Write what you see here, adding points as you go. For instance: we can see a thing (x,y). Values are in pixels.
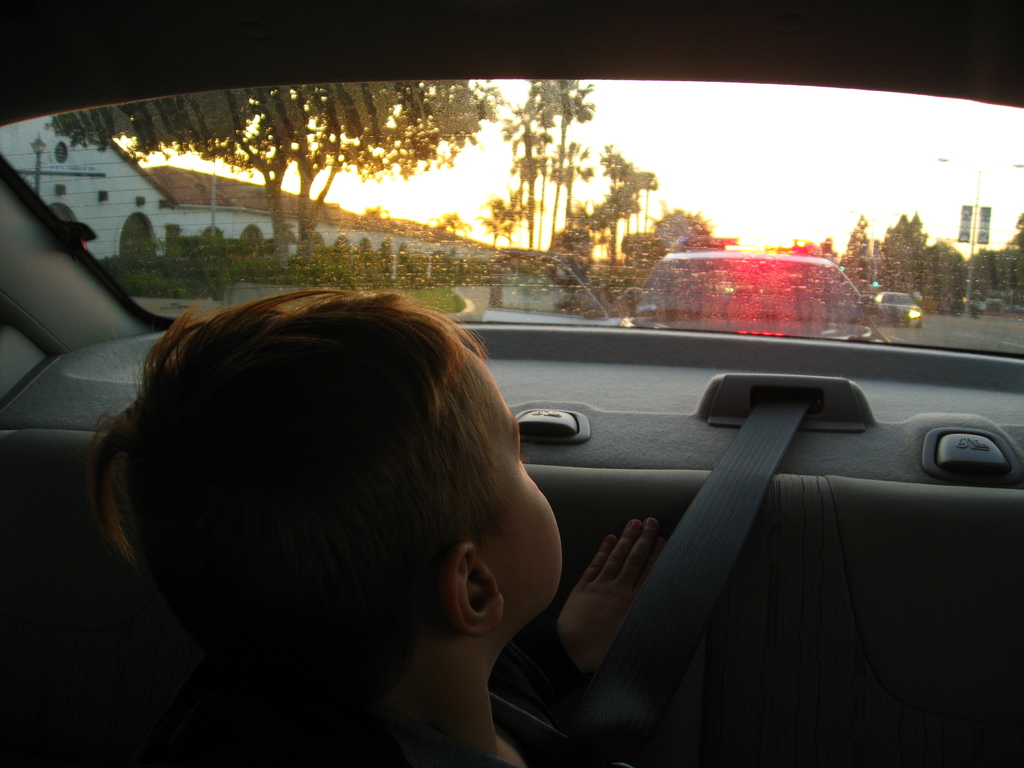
In the image there is boy (465,530) sat inside a car (563,606) and outside the car (731,376) its road (989,320) and some cars (778,323) going on it, on the right side (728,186) there are trees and on top (460,195) is sky (475,177) and sun set (722,168).
